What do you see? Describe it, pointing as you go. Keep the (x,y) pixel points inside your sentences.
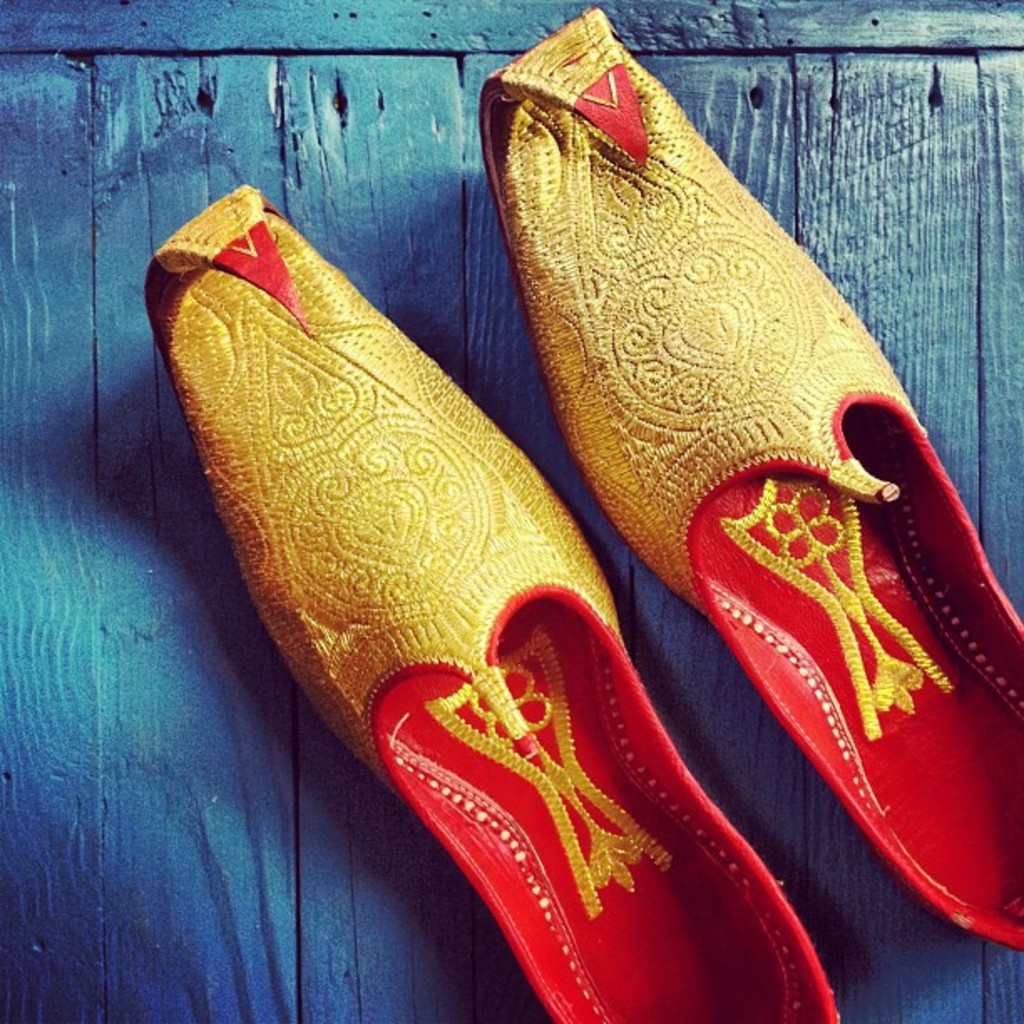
In this image we can see there are shoes (439,538) placed on a wooden table (4,147).
